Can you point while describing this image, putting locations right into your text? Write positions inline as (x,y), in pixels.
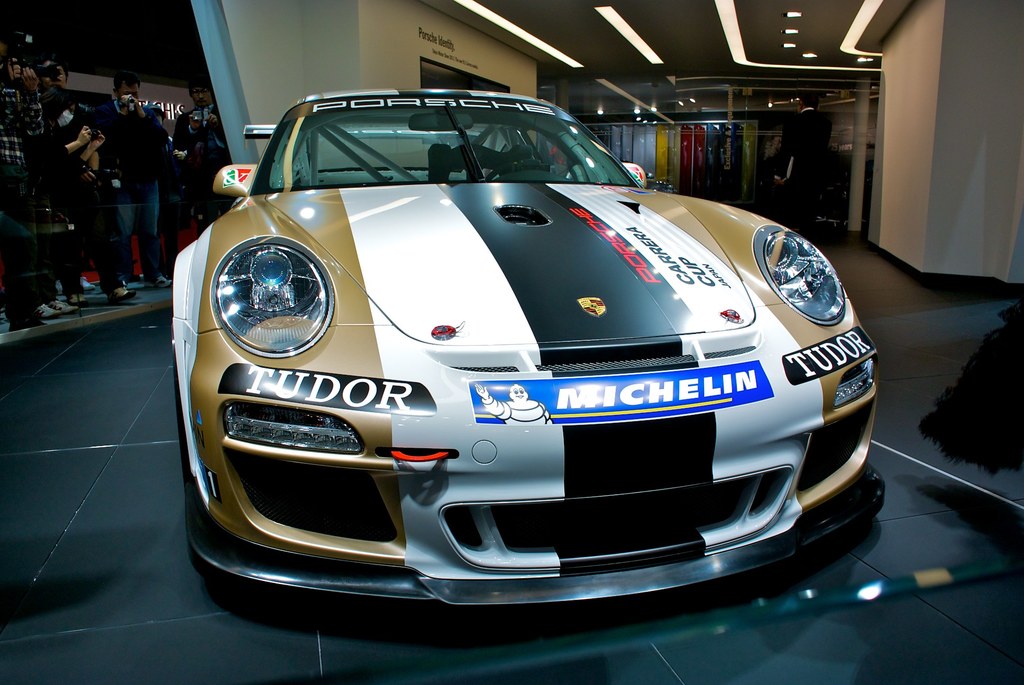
In this picture I can see a car (601,144) in front (406,225), which is of white, black and brown color and I see a logo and few words (609,232) written on it. On the left side of this image (5,155) I see few people (103,157) who are standing and holding cameras (48,67) in their hands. On the top of this picture (652,75) I can see the ceiling (447,5) on which there are lights (727,3). In the background (627,152) I can see the colorful things (652,138).
